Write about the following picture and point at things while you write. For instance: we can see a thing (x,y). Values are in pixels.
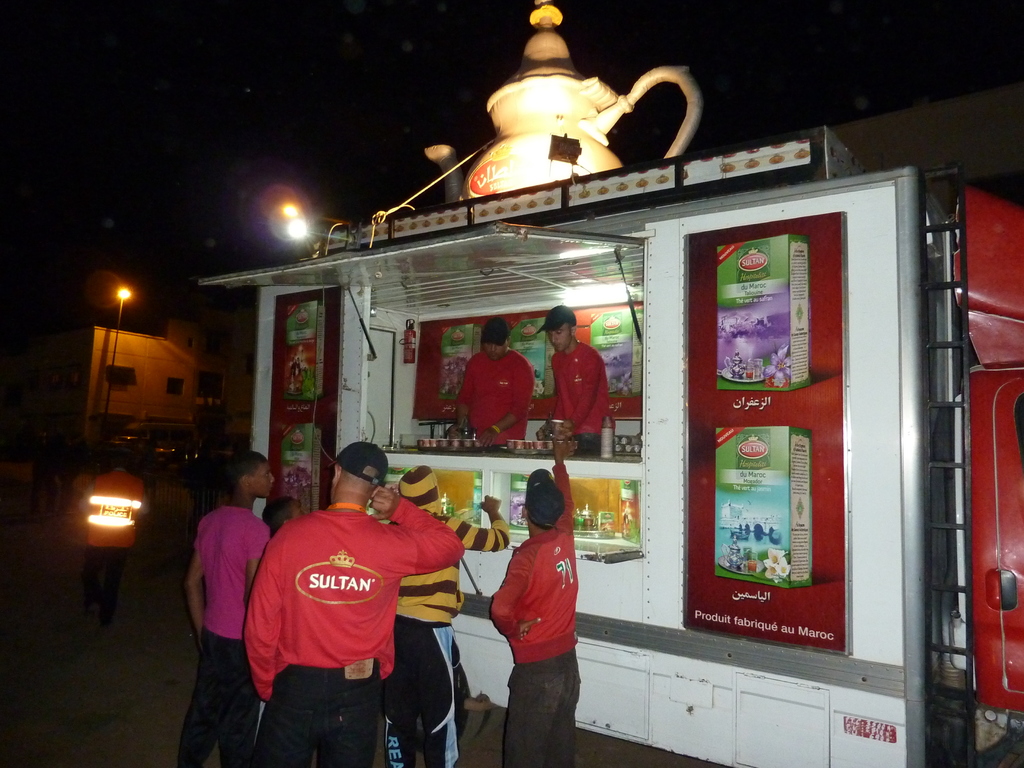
In this picture there is a mobile van (833,202) in the center of the image (405,455) and there are people (321,560) those who are standing at the bottom side of the image (405,529), there are buildings (213,387) and lights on the left side of the image (213,337).
